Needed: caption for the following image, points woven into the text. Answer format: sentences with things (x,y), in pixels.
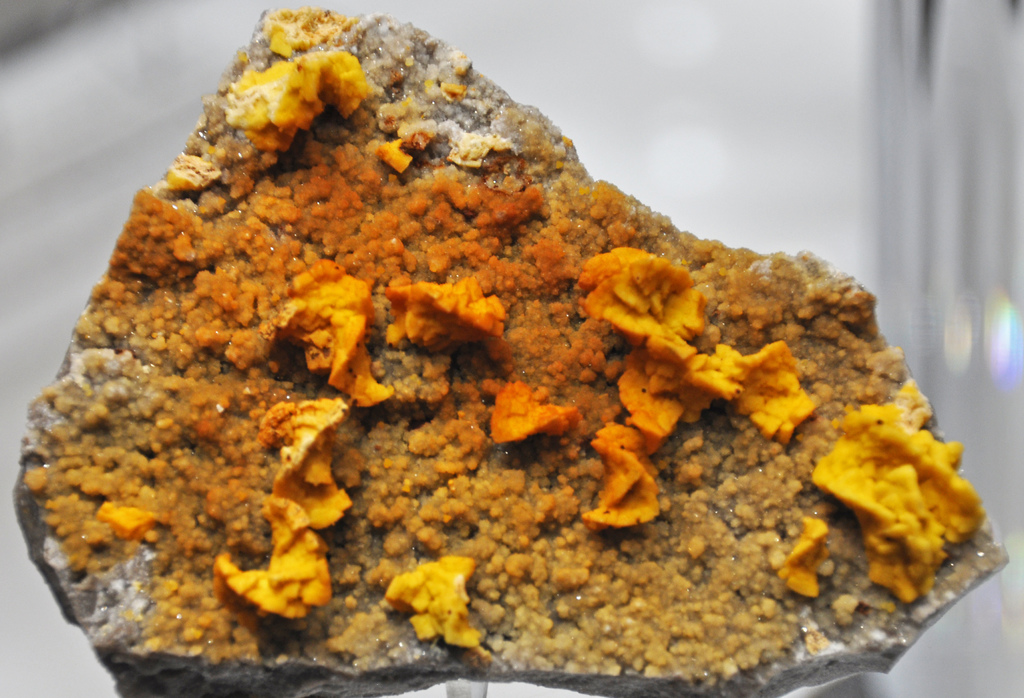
In this image we can see a mineral specimen (564,510). There is a white background (840,87).
